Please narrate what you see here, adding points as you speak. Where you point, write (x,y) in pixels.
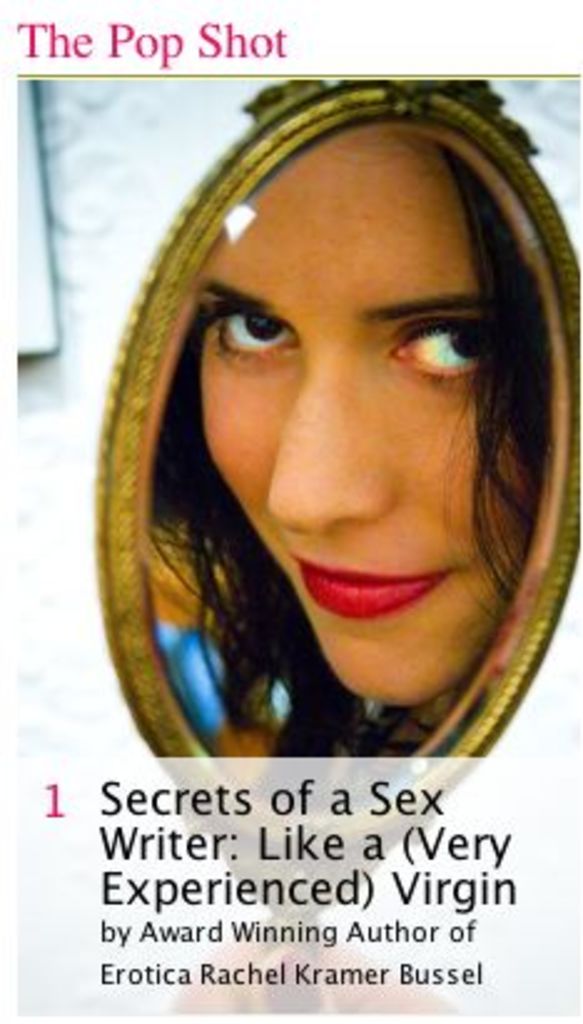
In this picture we can see a woman's face (259,378) here, at the bottom (363,837) there is some text (112,799).
